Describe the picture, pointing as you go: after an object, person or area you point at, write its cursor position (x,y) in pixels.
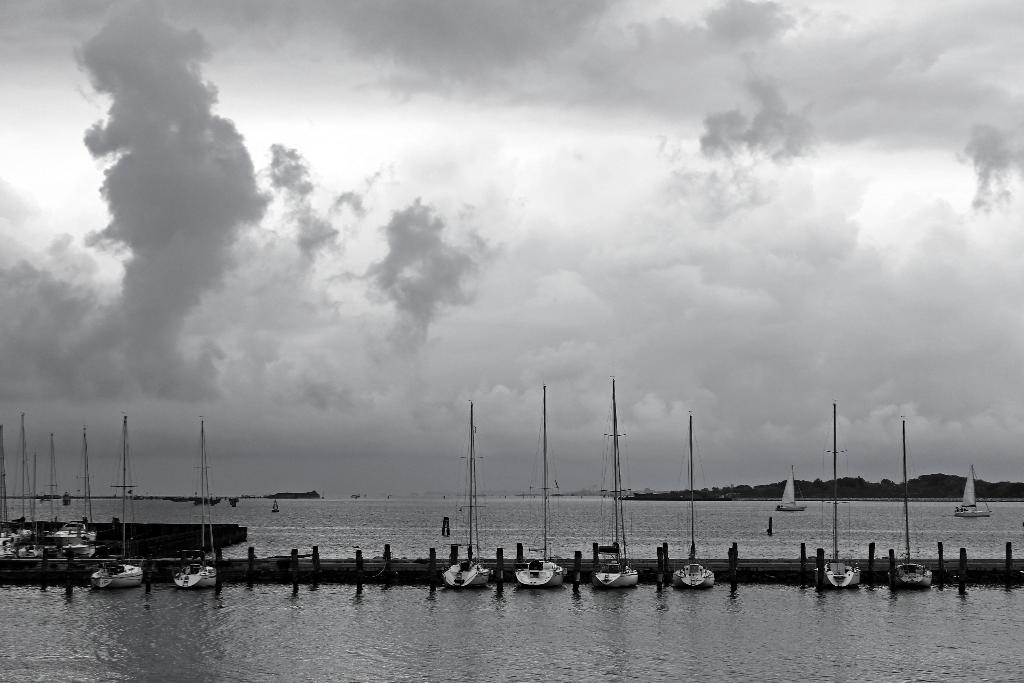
In this image, we can see some water (845,505). We can see some ships (470,578), boats (608,562) and some objects (733,561) sailing on the water (755,646). We can also see a path (56,564) above the water (732,591). There are a few hills (694,499). We can see the sky (609,66) with clouds (507,361).
